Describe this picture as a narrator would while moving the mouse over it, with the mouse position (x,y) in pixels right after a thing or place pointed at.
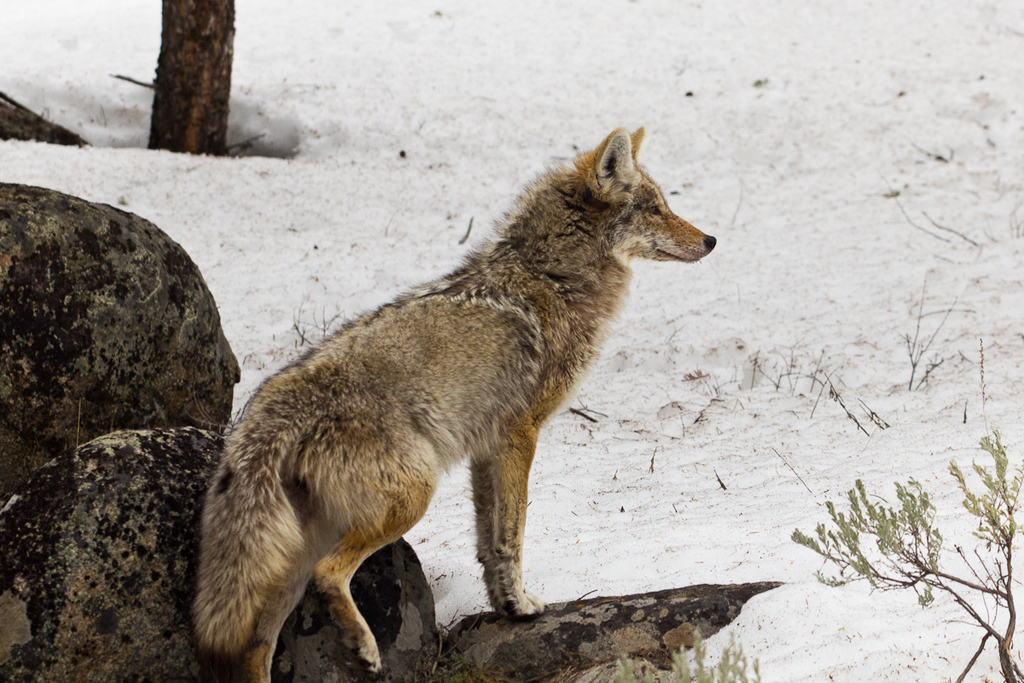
In this image we can see an animal (243,682) standing on a rock (512,634), in the background (276,184) there is a tree (179,22), snow (262,173) and plants (1010,673).
